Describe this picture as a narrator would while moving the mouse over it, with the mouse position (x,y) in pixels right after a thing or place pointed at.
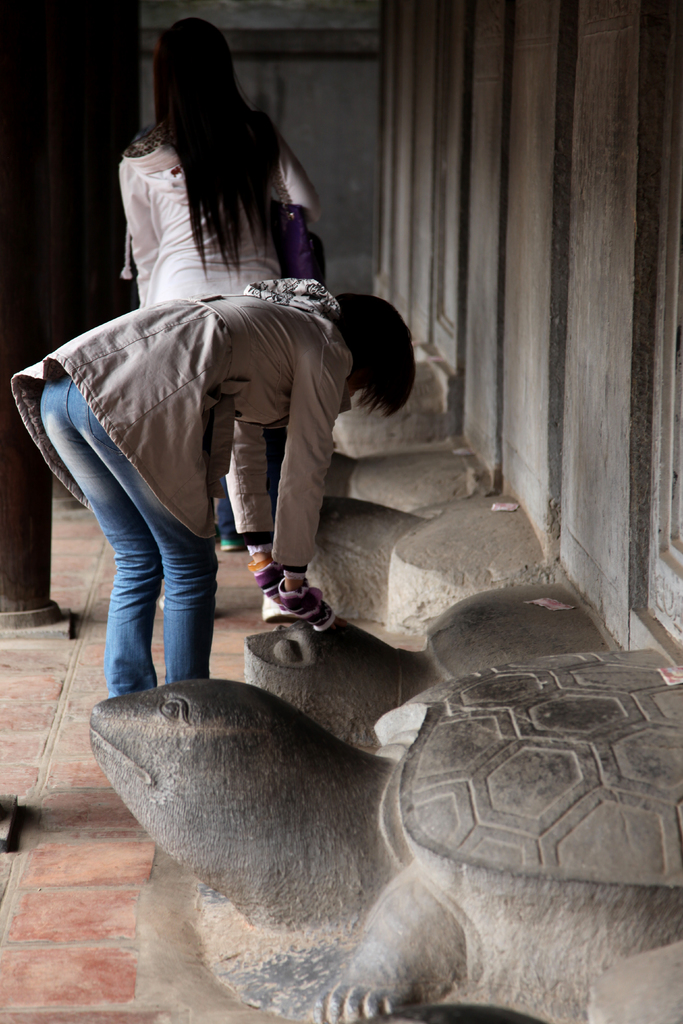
In this image there are two women (282,338), there is a woman (268,239) wearing a bag (297,211), there are sculptures of turtle (386,748) towards the bottom of the image (414,793), there is a wall (602,275) towards the right of the image (574,297), there is a wall (326,43) towards the top of the image (357,51), there are pillars (25,194) towards the left of the image (18,200).
